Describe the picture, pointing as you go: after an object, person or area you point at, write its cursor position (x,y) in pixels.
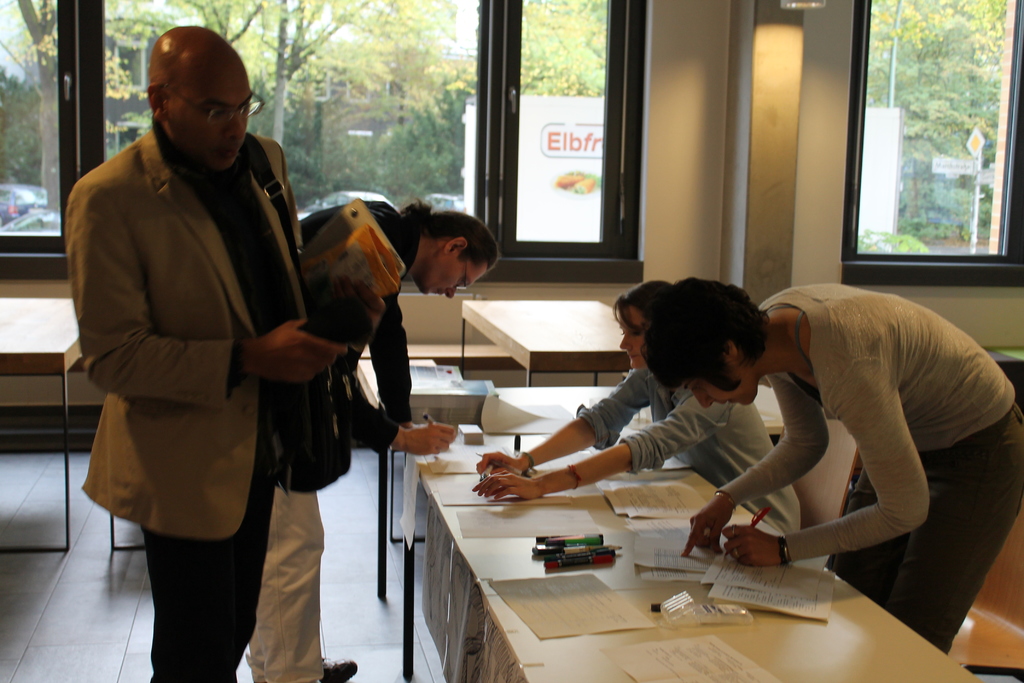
In the image we can see there are people (221,524) who are standing and a woman (605,419) is sitting on chair (812,506) and on table (767,656) there are papers (732,652), book (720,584), pen (605,549) and markers (577,543) and the person (404,345) is writing on the paper (483,447) and behind there are lot of trees (434,87).
